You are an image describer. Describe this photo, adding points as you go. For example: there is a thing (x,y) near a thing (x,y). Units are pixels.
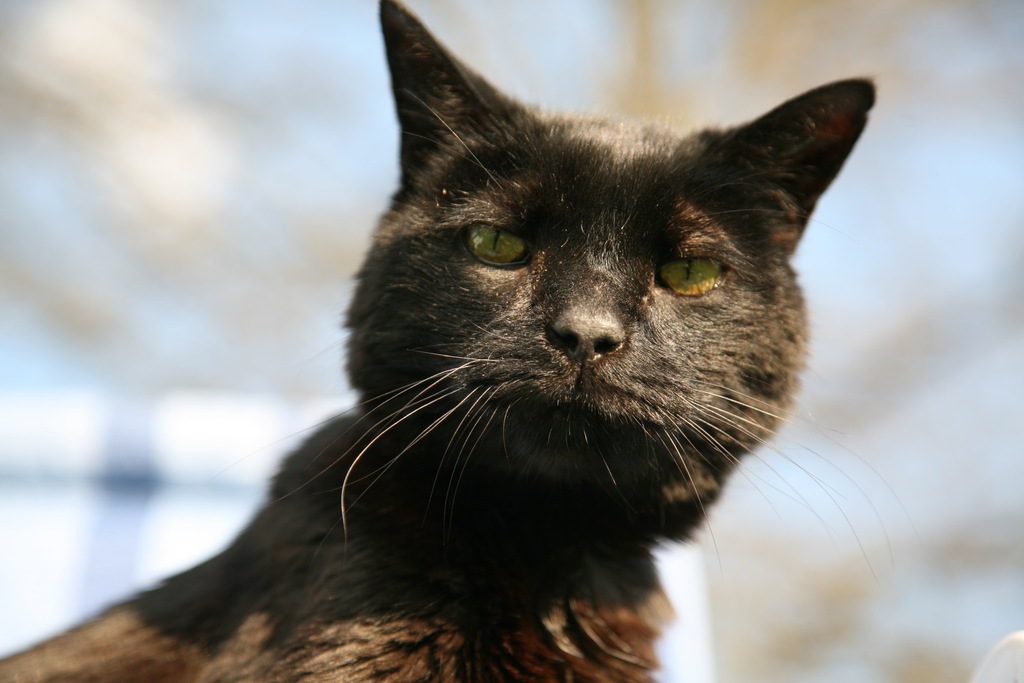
In this image we can see a cat (669,266).
